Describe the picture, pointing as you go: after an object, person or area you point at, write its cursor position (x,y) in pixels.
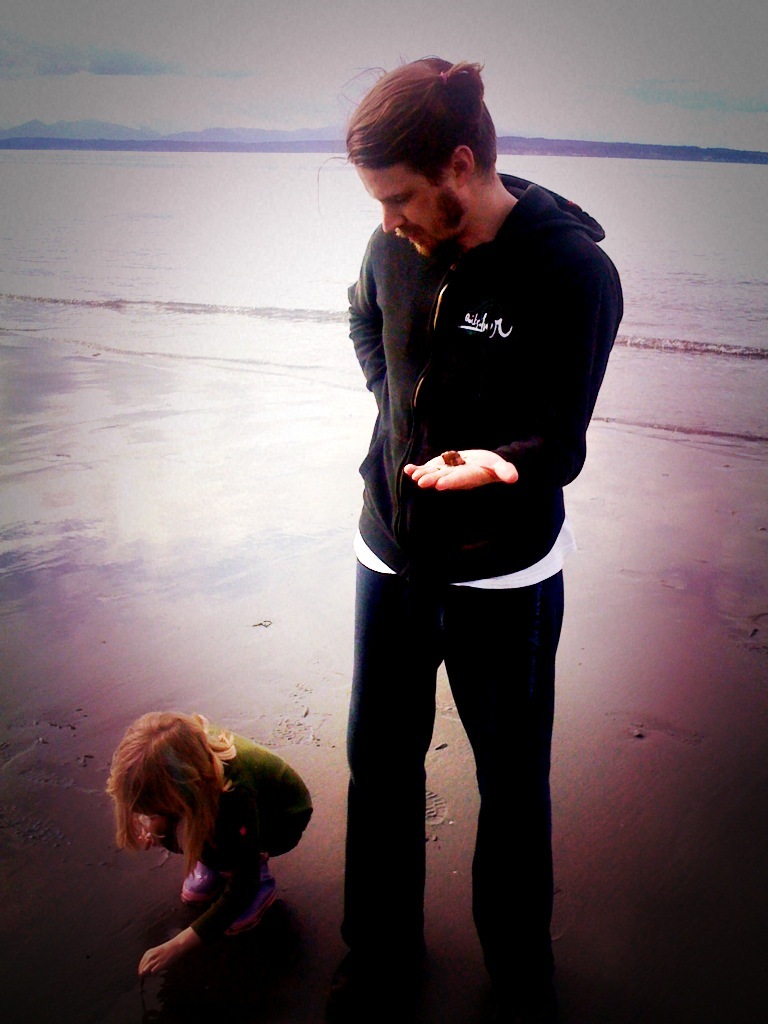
In this image we can see a man (482,240) is standing, he is wearing the black jacket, beside a girl (177,936) is sitting on the sand (268,636), at the back (39,260) there is the water (45,246), at above there is the sky (292,70).
